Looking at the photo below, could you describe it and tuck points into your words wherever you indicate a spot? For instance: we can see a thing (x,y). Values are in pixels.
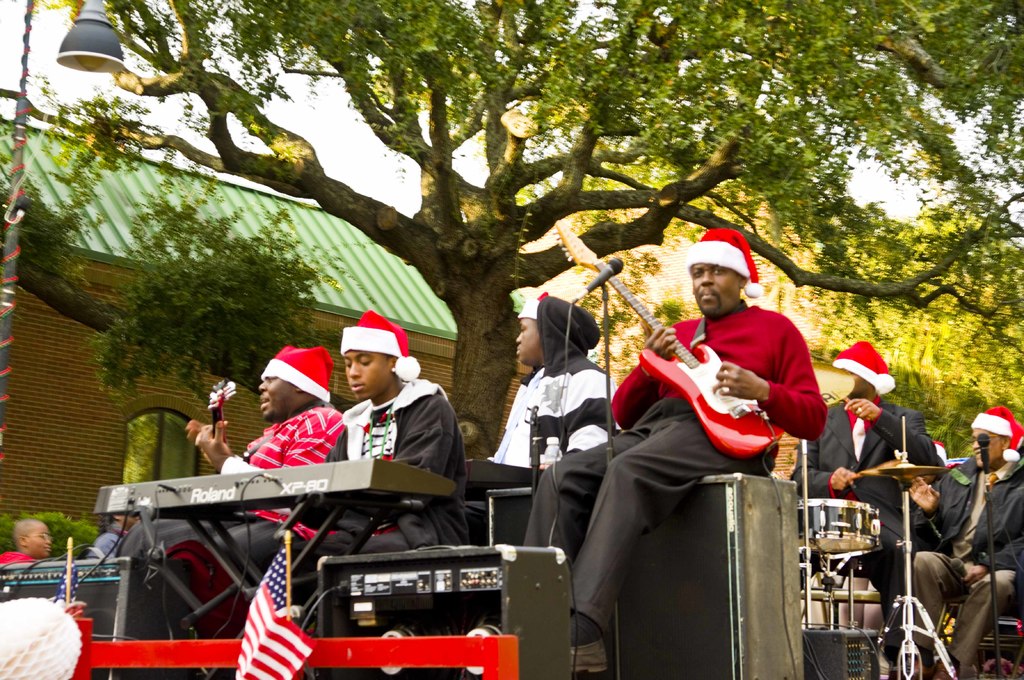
In this image there are group of persons (629,479) who are playing musical instruments (443,490) and at the background of the image (224,196) there is a tree (702,119) and building (369,272).
